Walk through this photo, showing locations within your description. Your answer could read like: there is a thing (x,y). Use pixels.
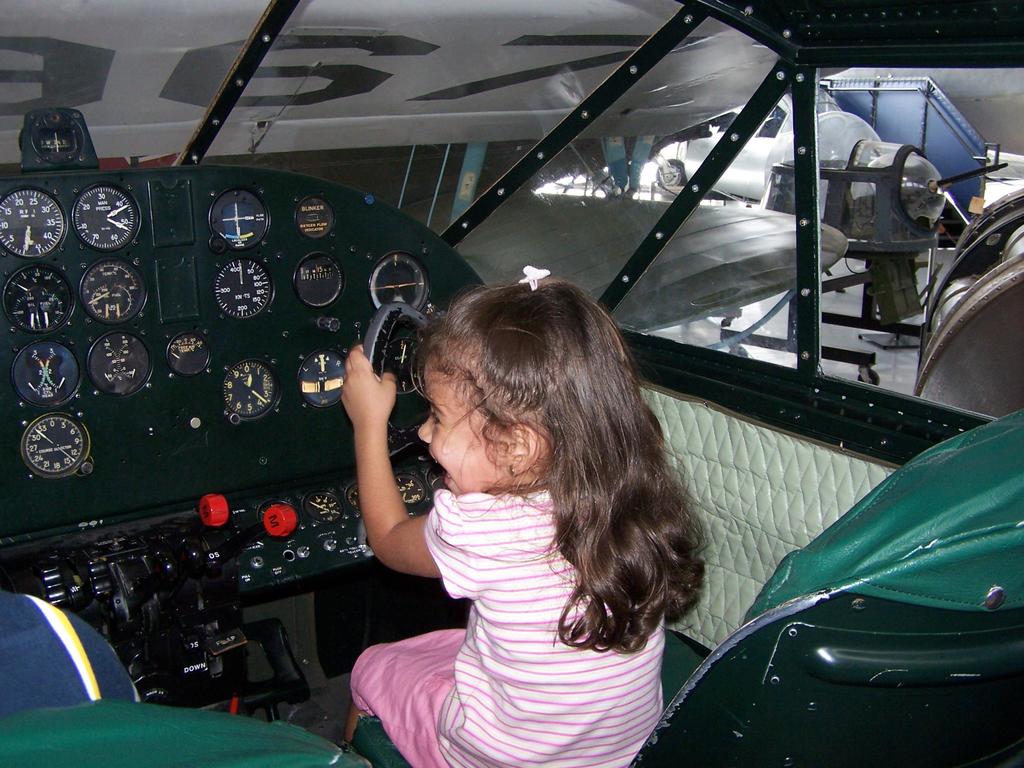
In this image in the front (512,606) there is a girl (520,663) sitting on a seat (731,647) holding an object (387,348) in her hand (377,383) and smiling and in the center (412,478) there are meters (98,274). On the right side (750,161) there is a plane (750,161) and there are objects (899,141) which are blue and gray in colour. In the background (190,105) there is an object (452,81) and on the object (136,73) there are some numbers (582,65) written on it.
